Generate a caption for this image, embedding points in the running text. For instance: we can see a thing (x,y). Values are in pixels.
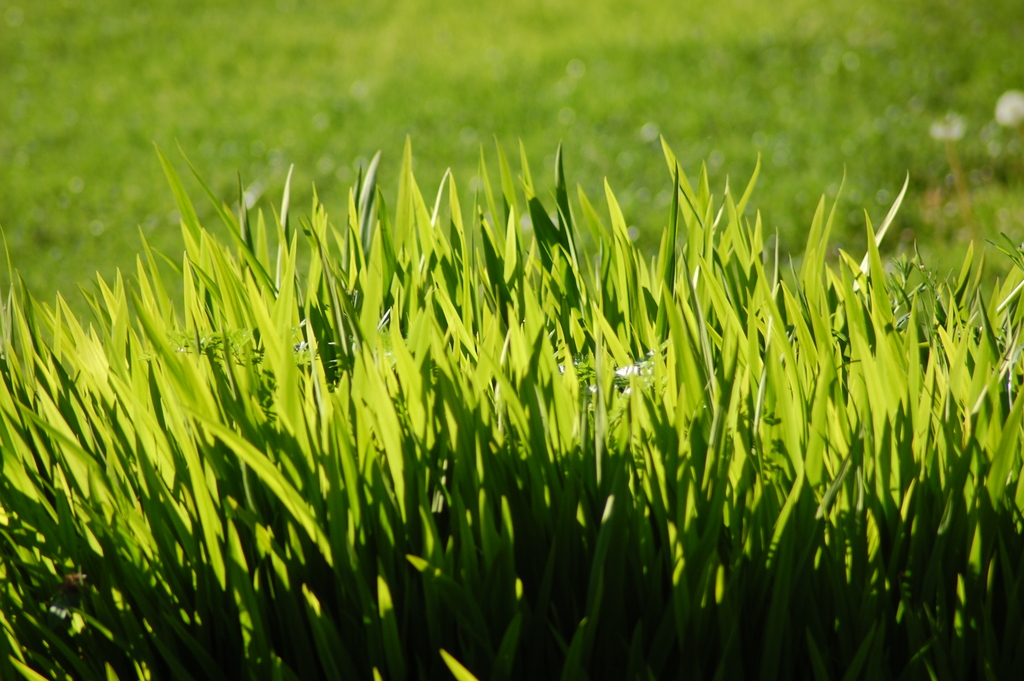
In this picture I can see the plants (472,421).
